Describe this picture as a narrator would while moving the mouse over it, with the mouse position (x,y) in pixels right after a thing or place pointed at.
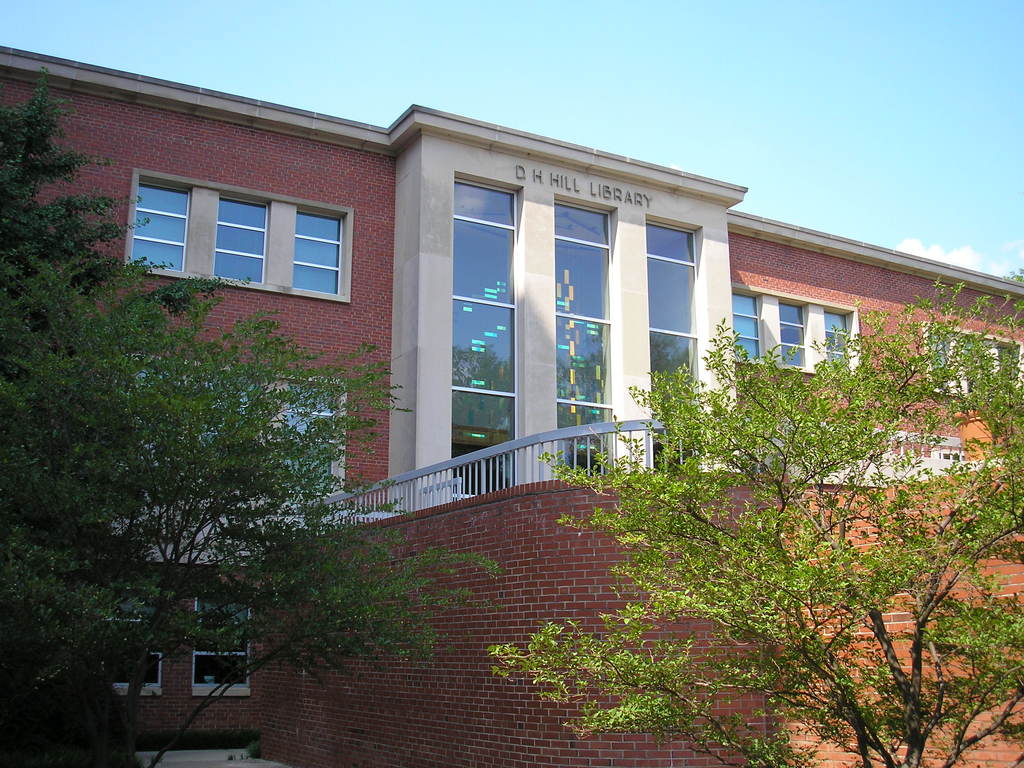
In this picture we can see the trees (732,543), wall (517,594) and a building (466,290) with windows (463,334). Behind the building (466,317) there is a sky (843,95).
